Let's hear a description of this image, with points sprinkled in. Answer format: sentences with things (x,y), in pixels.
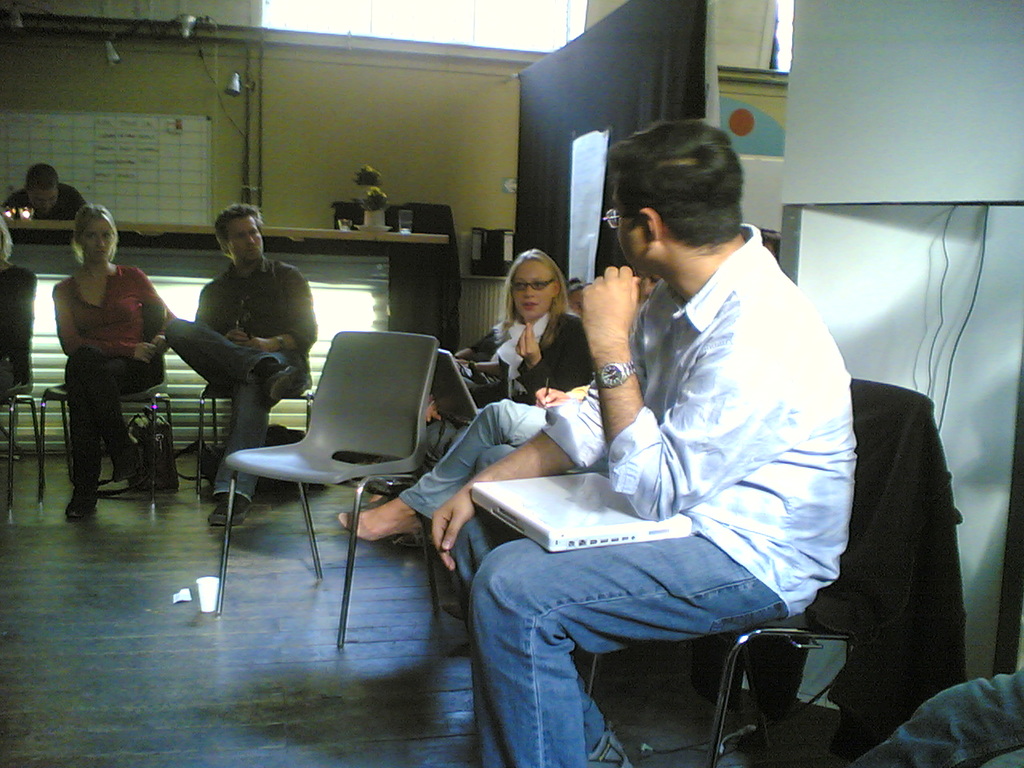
In the center of the image (612,293) there are people (594,735) sitting on chairs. In the background of the image (385,136) there is a wall (410,93). There is a black color cloth (548,83). There is a person (56,214) standing. At the bottom of the image (110,715) there is a wooden flooring (176,703). To the right side of the image (897,147) there is a wall (909,168).
